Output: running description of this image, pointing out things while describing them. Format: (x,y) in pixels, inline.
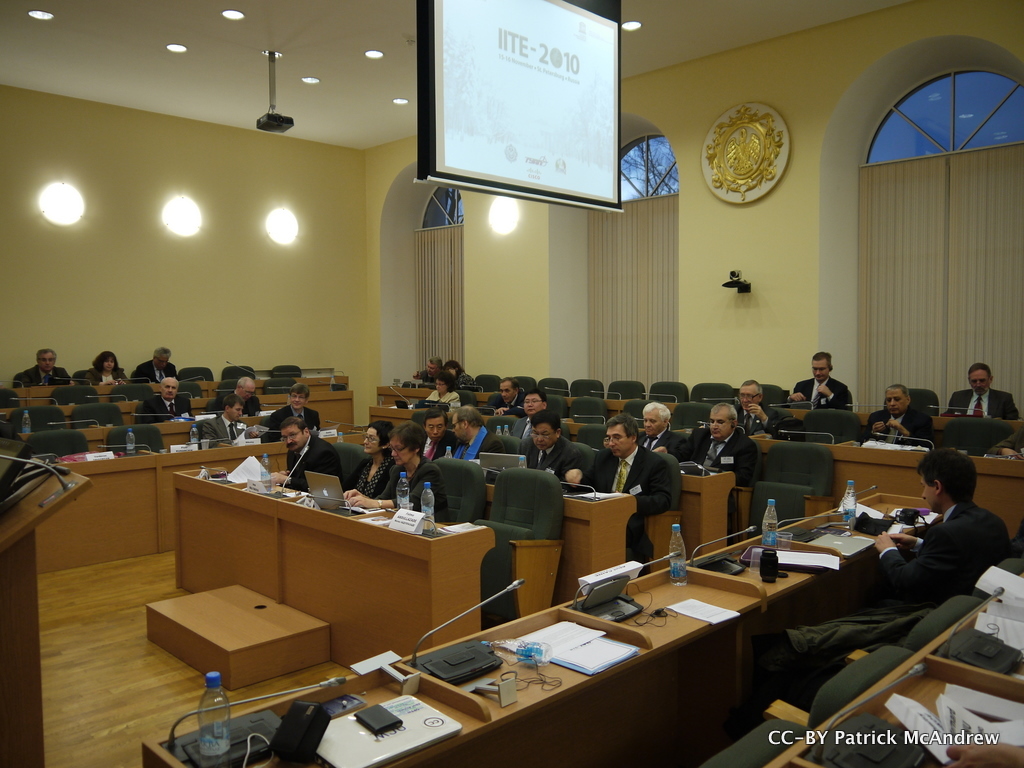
This picture consists of inside view of the building (61,298) and I can see there are tables (32,404) and chairs (293,377) visible, and I can see bottles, papers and books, at the top (357,100) I can see roof (691,21), on the roof (691,21) I can see lights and board (443,149) and in the middle (421,282) I can see the wall (790,242), windows (894,244) and I can see frame (775,157) attached to the wall (792,191) in the middle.
